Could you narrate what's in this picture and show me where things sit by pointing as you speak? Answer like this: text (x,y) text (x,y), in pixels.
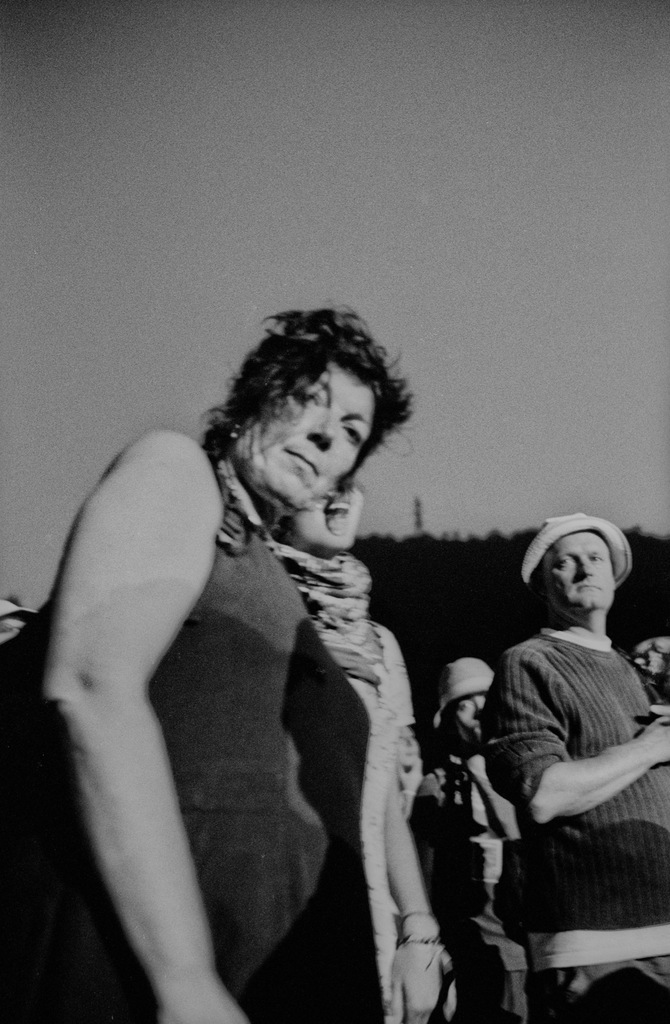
In this picture I can observe a woman (123,658) on the left side (166,818). On the right side (535,749) there are some people (523,693) standing. Two of them are wearing hats (450,679) on their heads (569,551). In the background (276,263) there is sky (270,242). This is a black and white image.
